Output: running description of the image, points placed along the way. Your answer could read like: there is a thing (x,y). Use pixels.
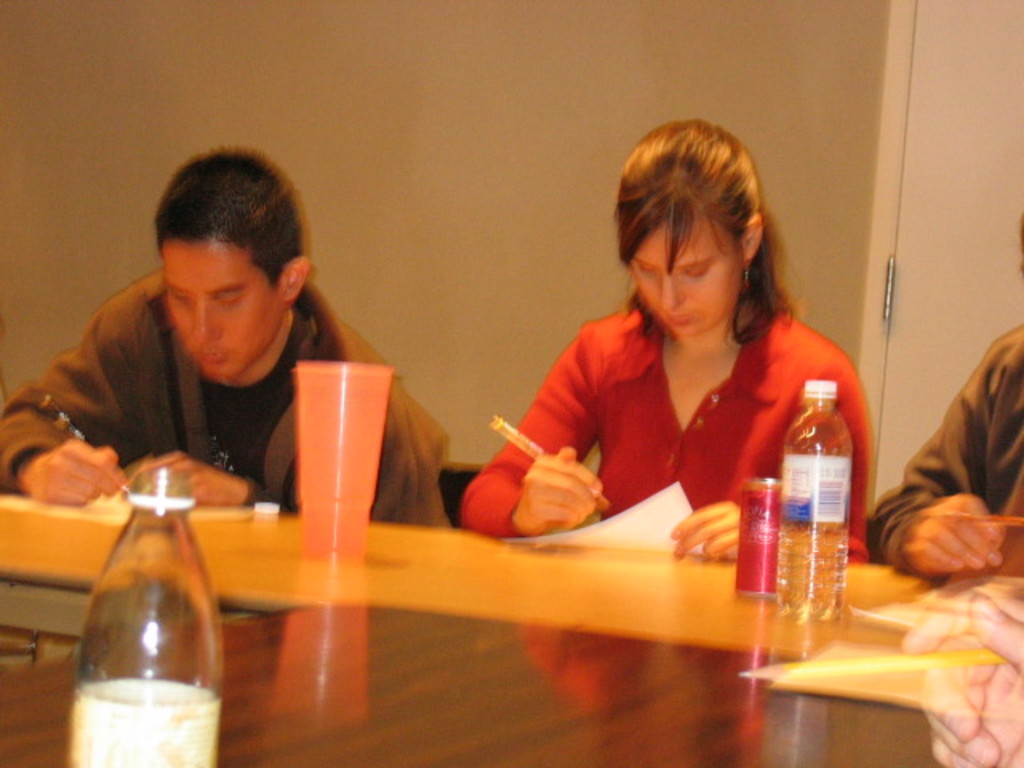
As we can see in the image there are few people (605,419) sitting on chairs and there is a table (618,655). On table (571,644) there are bottles (98,689) and glass (311,499).
